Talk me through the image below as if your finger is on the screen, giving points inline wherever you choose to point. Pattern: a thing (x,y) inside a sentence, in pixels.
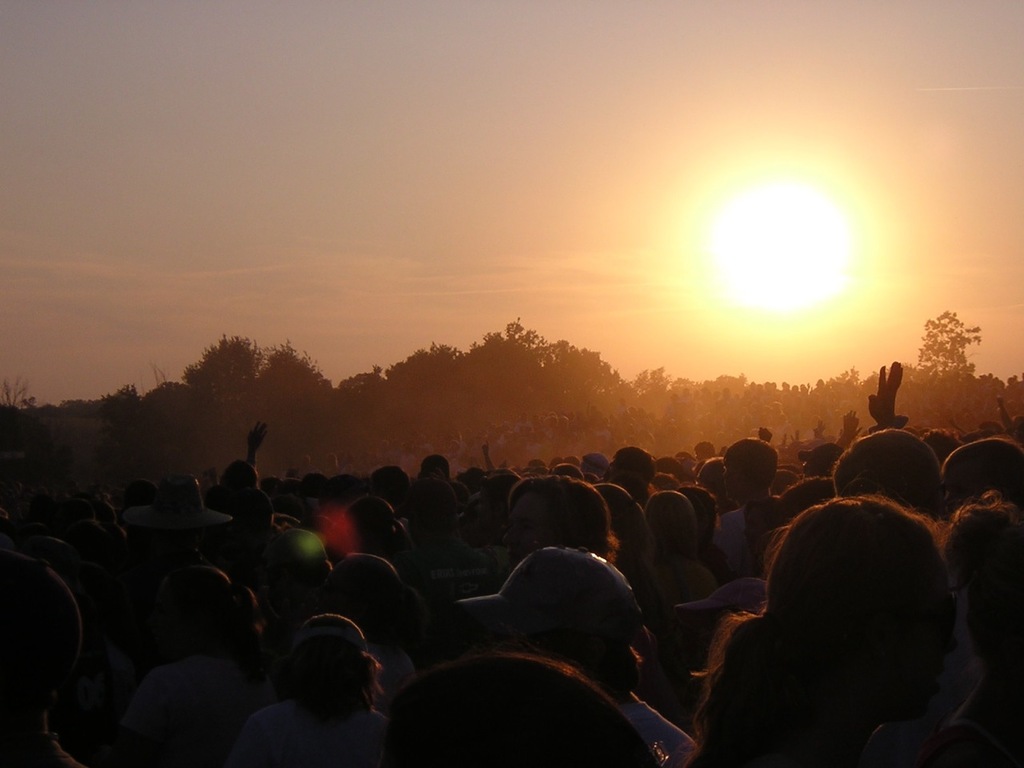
Here many people (523,636) are there and at the back side (473,426) there are trees (308,409), on the right side (814,269) it's a sun (774,271) in the sky (715,369).
